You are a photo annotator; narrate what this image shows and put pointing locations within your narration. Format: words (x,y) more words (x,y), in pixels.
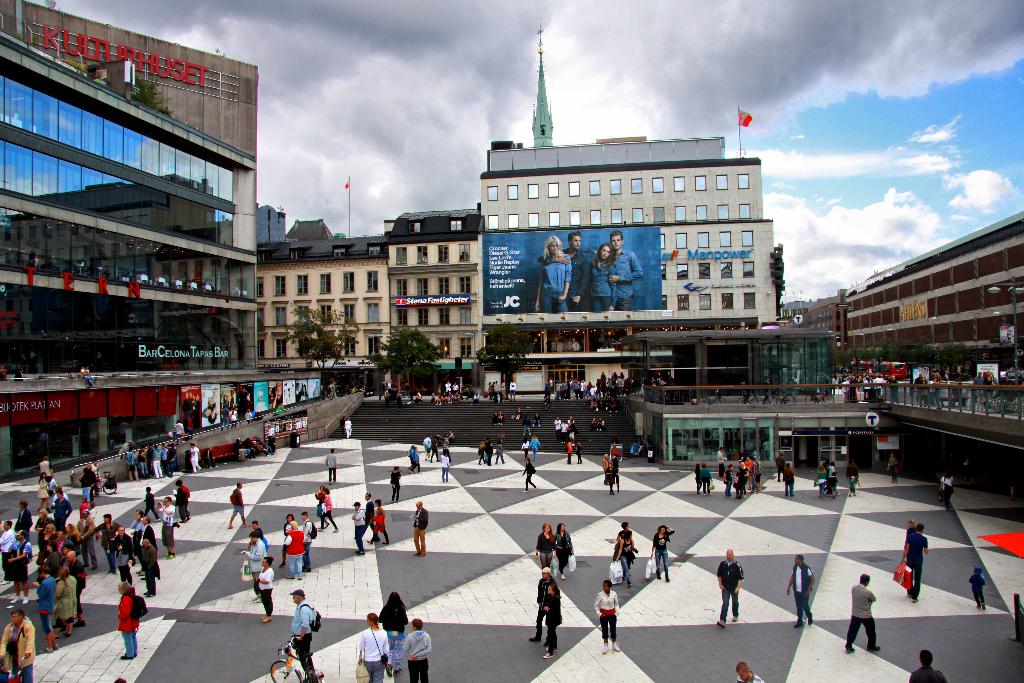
In this picture I can observe some people (735,588) walking on the land (480,566). There are men (288,568) and women (255,554) in this picture. In the background (740,251) I can observe buildings (348,305), trees (328,343) and some clouds (711,93) in the sky (801,74).
